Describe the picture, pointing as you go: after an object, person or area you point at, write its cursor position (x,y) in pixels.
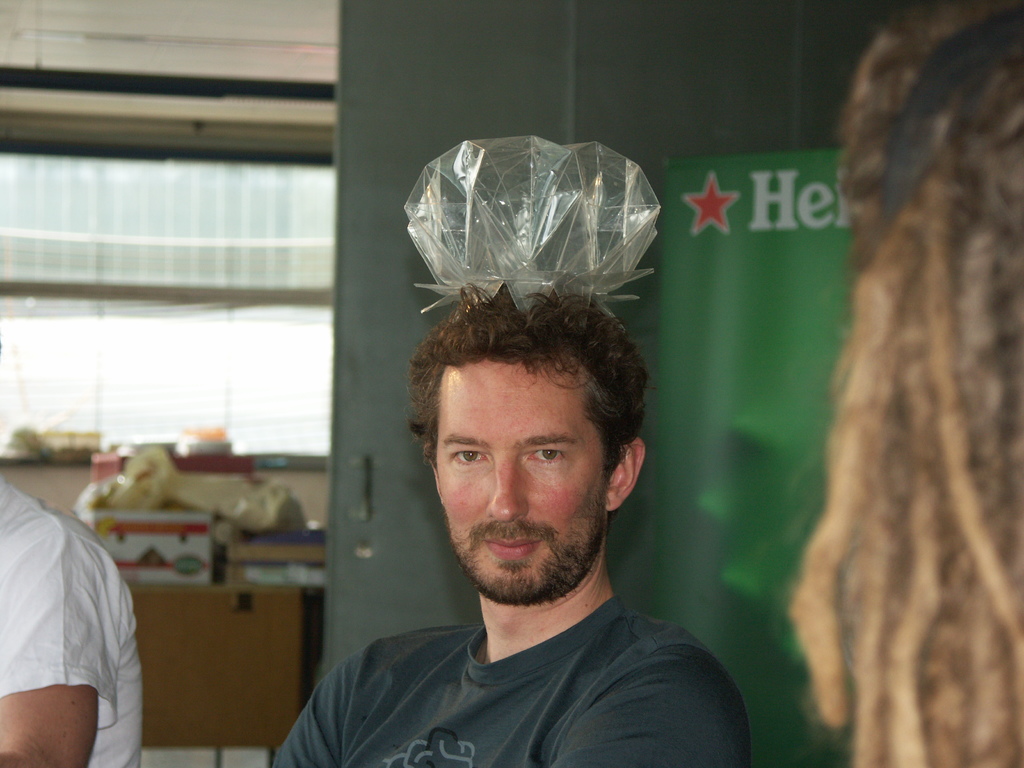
In this picture we can see three people (62,629), on one person head (490,505) we can see an object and in the background (871,30) we can see a poster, boxes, wall (354,282) and some objects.
